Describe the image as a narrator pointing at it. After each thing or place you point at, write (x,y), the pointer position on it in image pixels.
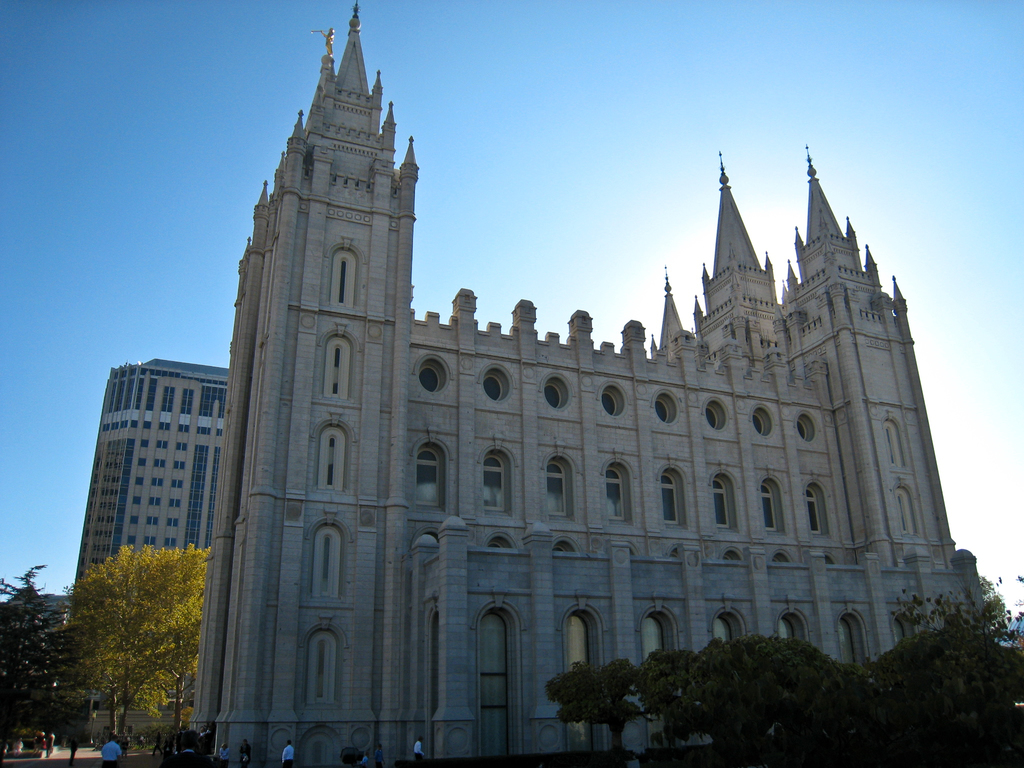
In the picture there are buildings (350,642), there are trees (941,701), there are people (114,767) walking, there is a clear sky (565,70).
